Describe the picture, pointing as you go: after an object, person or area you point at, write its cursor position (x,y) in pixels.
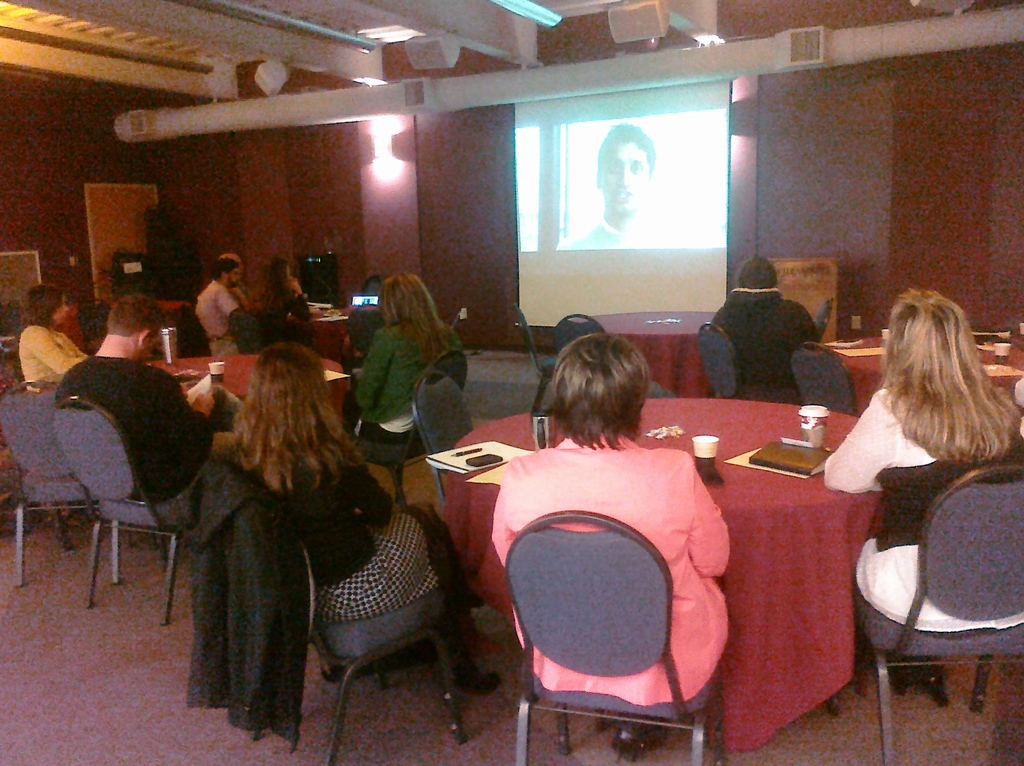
In this picture i could see many number of people (363,442) sitting on the chairs (311,562) beside the red color table (713,493) and watching to the projector (607,194). The walls (774,159) are red in color and the carpet (145,665) is also red in color.
